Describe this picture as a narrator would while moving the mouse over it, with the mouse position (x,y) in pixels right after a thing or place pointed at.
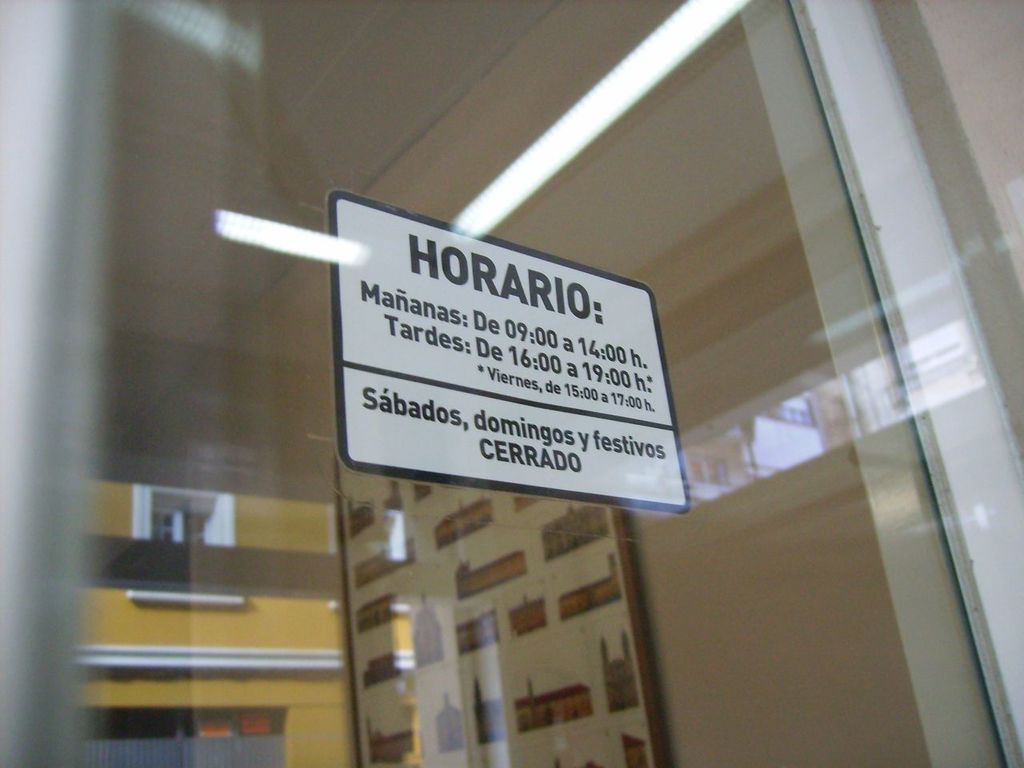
In this image we can see a board (418,315) on the glass (379,706) and through the glass (531,755) we can see frame (445,500) on the wall (751,487) and on the glass (234,661) we can see the reflections (211,663) of a building (193,652), window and lights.
